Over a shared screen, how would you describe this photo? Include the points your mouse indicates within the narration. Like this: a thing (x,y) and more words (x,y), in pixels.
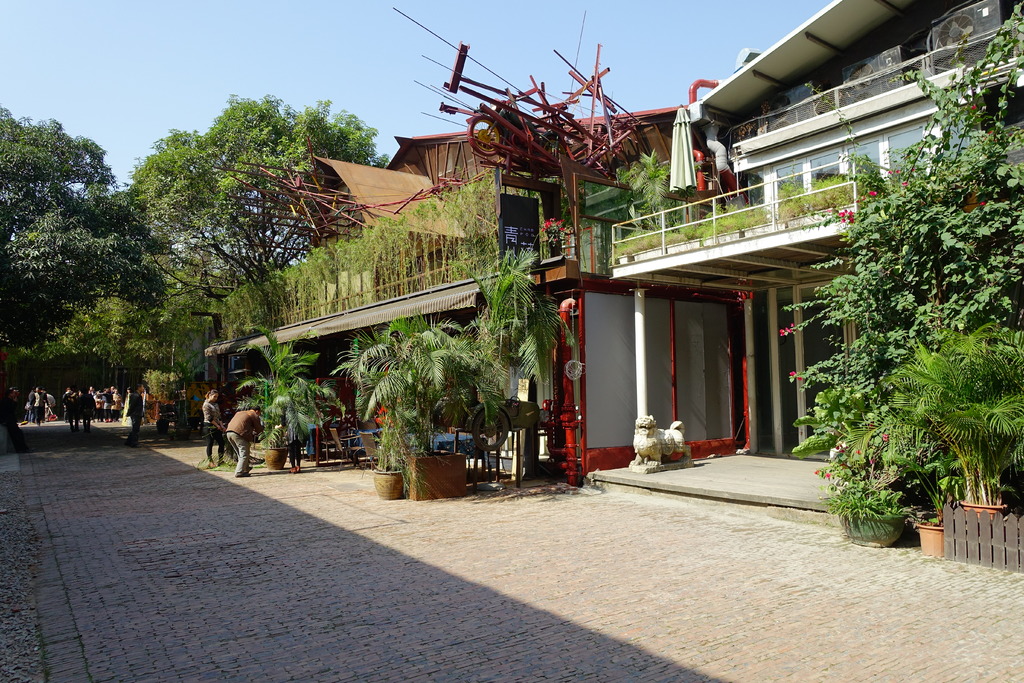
In the picture we can see some houses (350,335) and near it, we can see some plants (399,369) and two men (241,449) are working something and behind we can see some trees (231,219) and on the top of it we can see a part of the sky (123,35).
